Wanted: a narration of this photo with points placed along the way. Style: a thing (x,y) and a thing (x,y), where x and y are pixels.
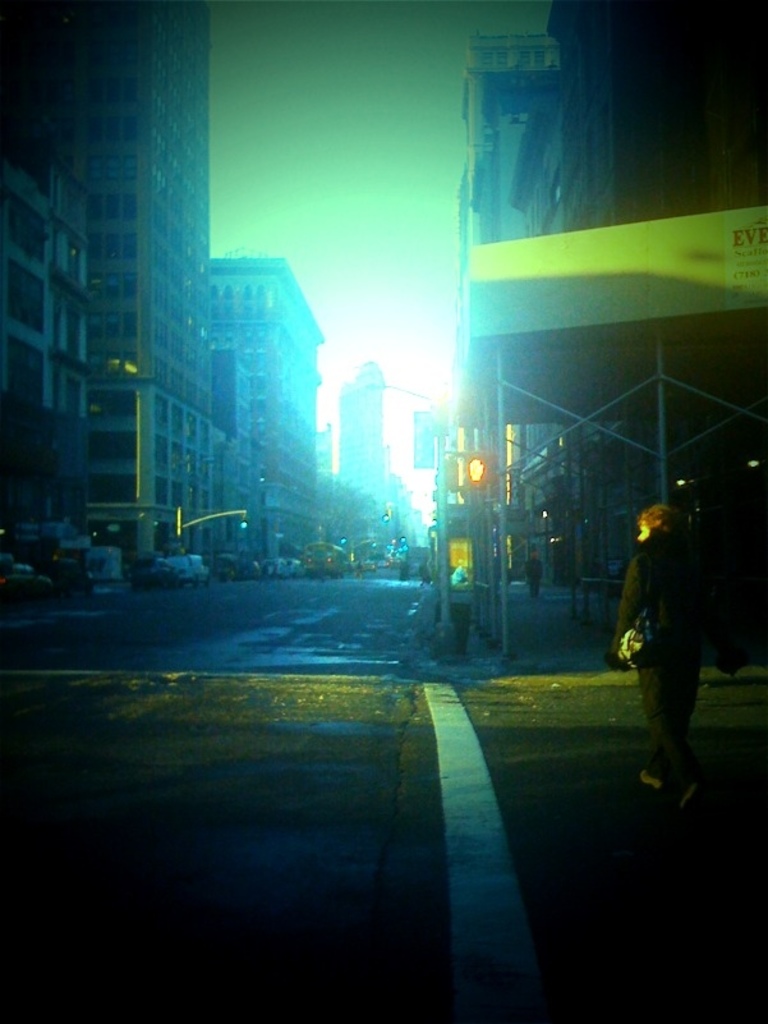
In the image we can see there is a person (660,567) standing on the road (517,793) and there are cars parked on the road (299,686). Behind there are buildings (605,527).
